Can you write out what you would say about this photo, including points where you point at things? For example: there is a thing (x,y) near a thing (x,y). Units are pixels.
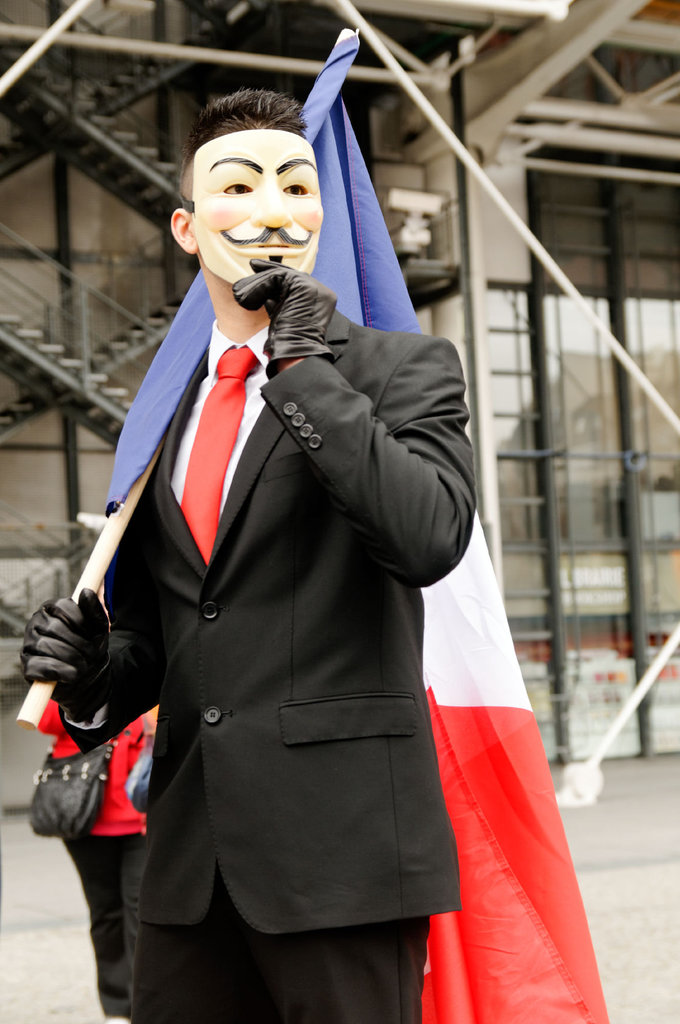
In this picture we can see few people (153,805), in the middle of the image (287,630) we can see a man (333,510), he wore a mask (231,225) and he is holding a flag (452,748), in the background (461,138) we can see few metal rods (94,165).
